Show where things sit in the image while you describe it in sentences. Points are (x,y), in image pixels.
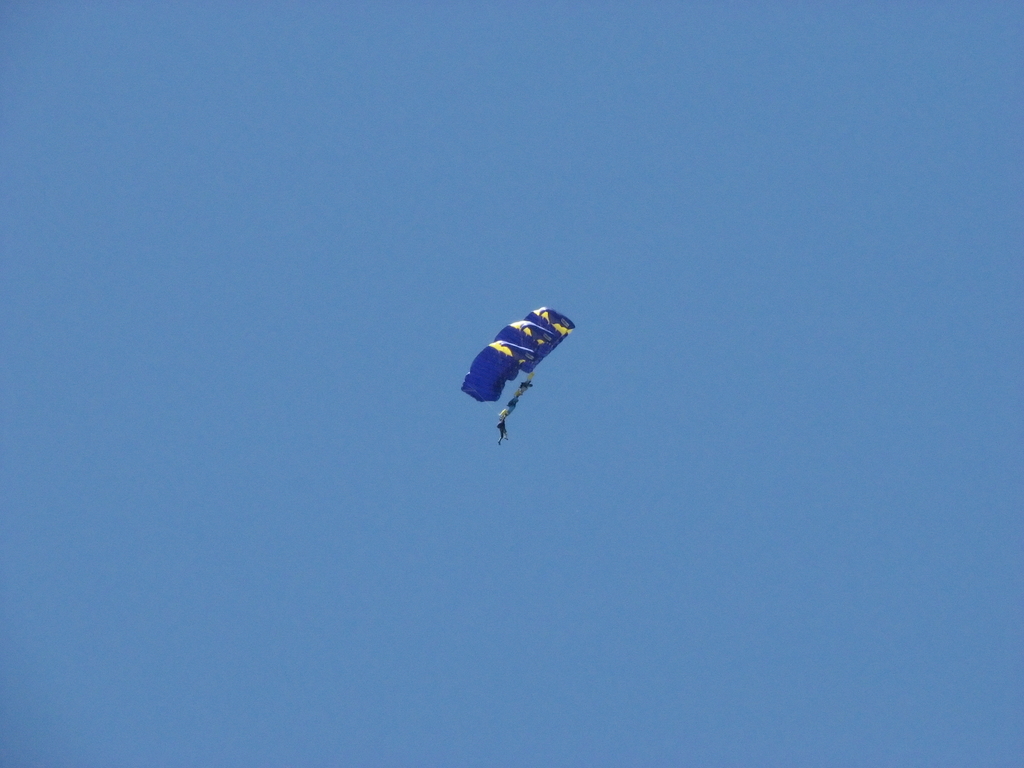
In the middle of the image (525,357) we can see few parachutes (516,371) and group of people (512,407) in the air (525,423).
